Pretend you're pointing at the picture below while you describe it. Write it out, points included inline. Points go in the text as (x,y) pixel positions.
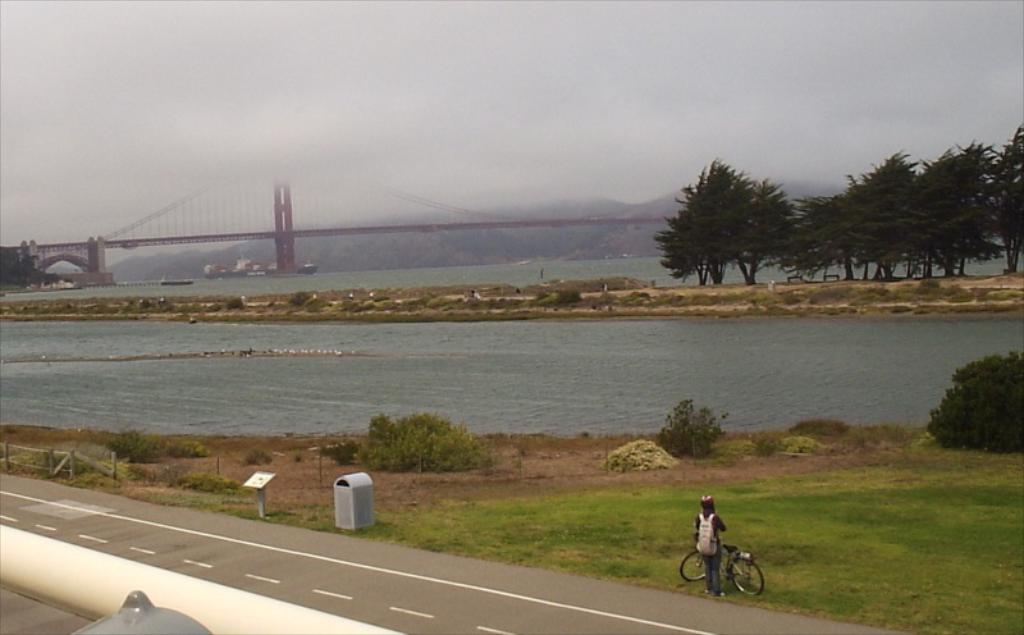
In this image, we can see a person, a bicycle (726,555) and the bridge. We can see the ground (528,442) with some objects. We can see some grass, plants (457,466) and trees (950,199). We can see some hills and the sky (566,189). We can also see a pole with a board (259,480). We can see some objects (12,542) at the bottom (245,614).
